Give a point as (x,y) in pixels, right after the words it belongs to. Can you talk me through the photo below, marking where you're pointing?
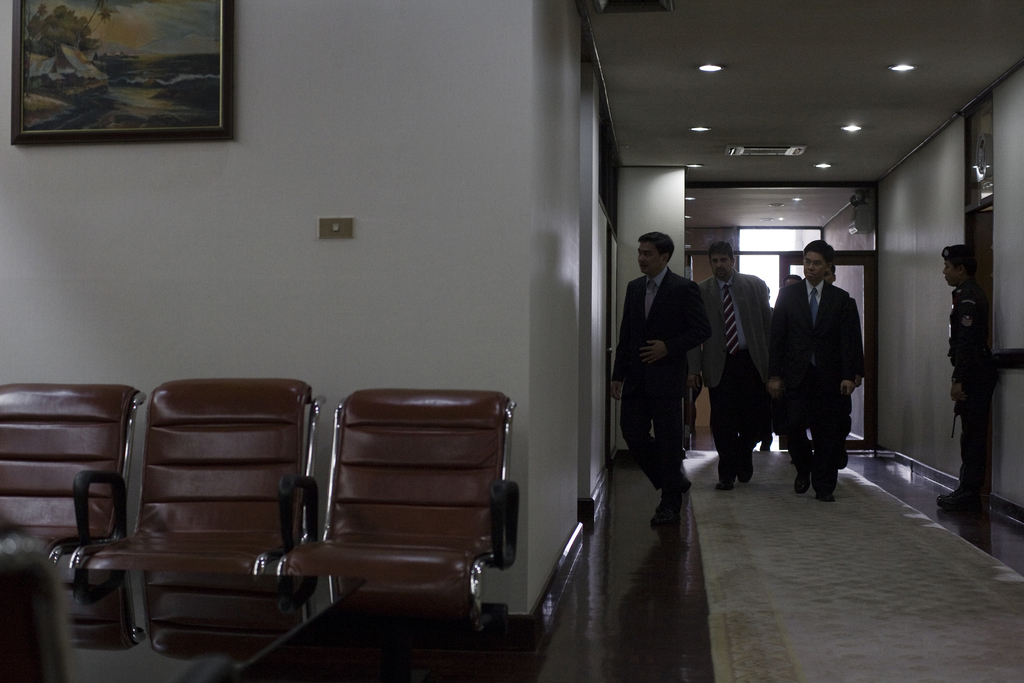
In this image i can see few people (850,355) walking and few empty chairs (304,478). In the background (250,372) i can see a wall (338,186), a photo frame (223,5) and few lights (698,130) to the ceiling (825,117).
